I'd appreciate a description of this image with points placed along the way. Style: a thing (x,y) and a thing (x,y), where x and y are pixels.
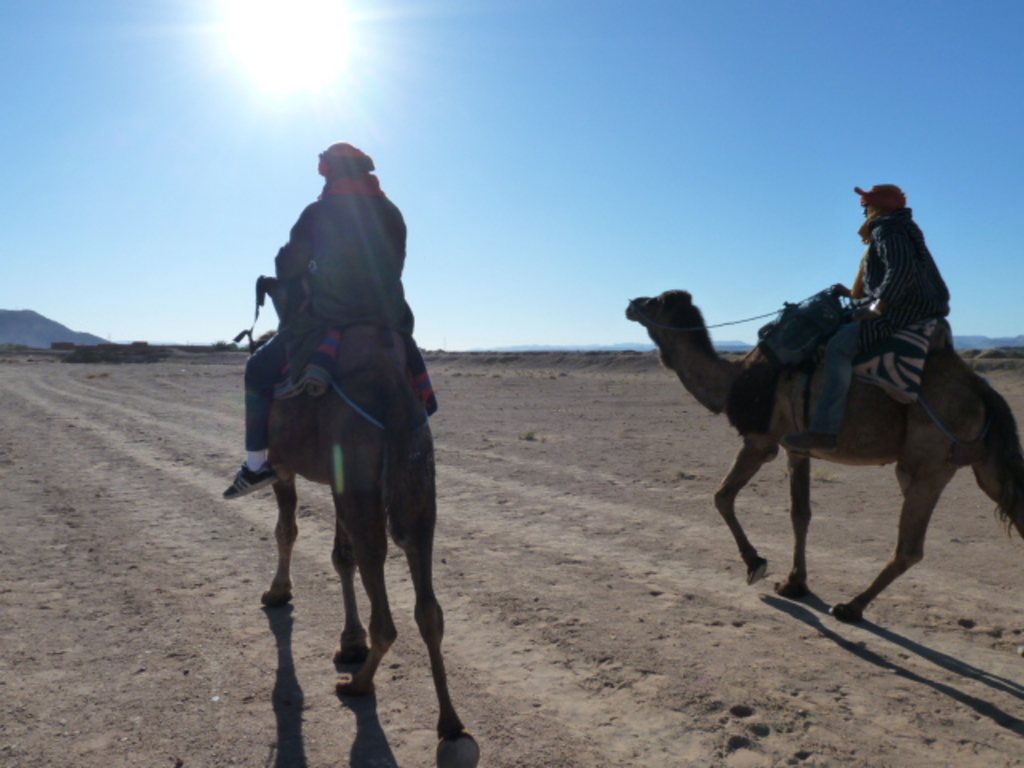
In this picture we can see two men (920,308) riding the camel (780,365) in the desert (82,468). Behind there is a hilly area (62,331).
